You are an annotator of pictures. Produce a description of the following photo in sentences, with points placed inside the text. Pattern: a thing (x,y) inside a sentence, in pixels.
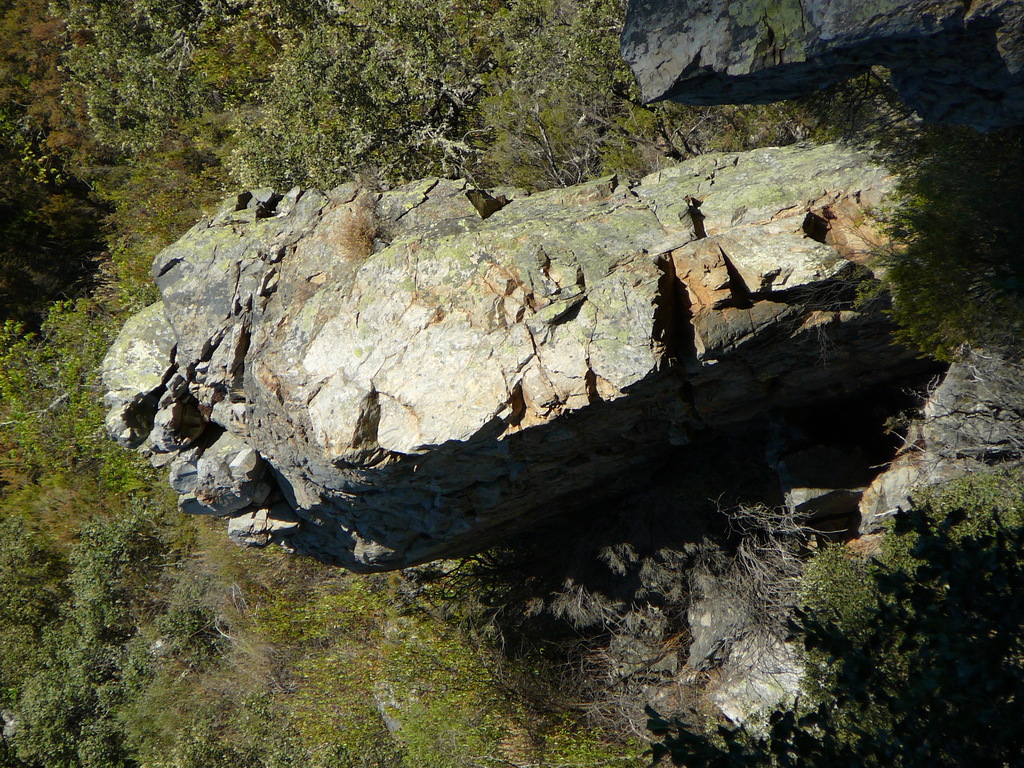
In this picture we can see few rocks (340,352) and trees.
